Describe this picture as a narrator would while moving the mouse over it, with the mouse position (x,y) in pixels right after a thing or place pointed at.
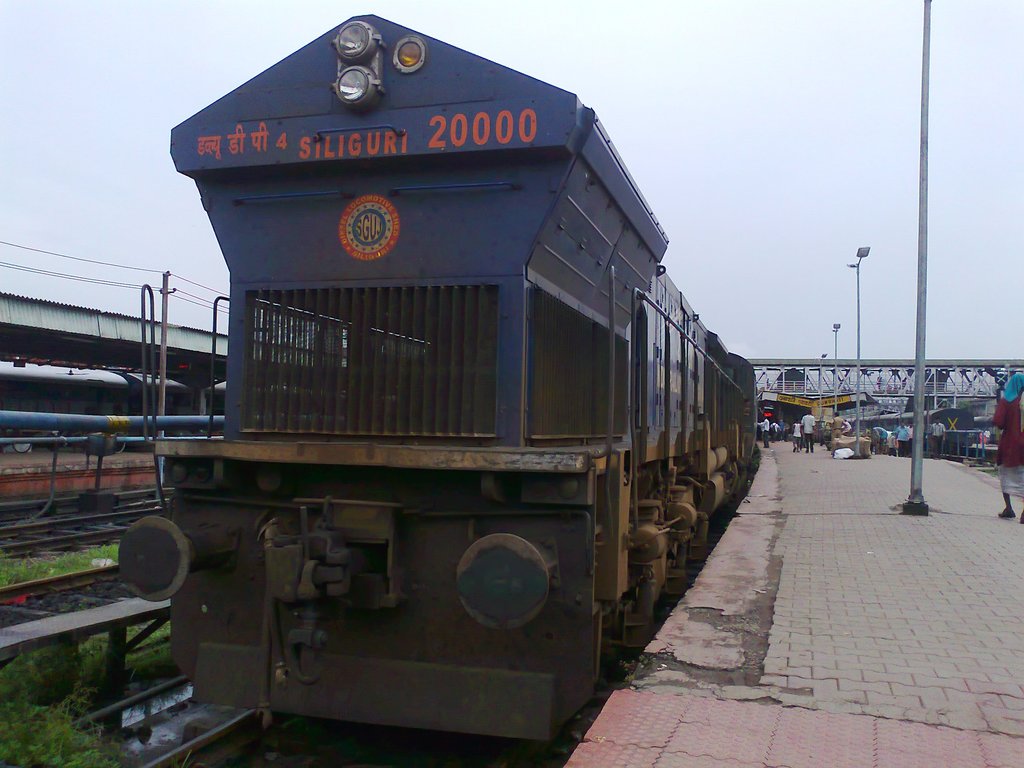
In the middle (559,485) it is a train (617,496) on the railway track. On the right side (1010,490) it is the platform (973,564), few people (938,431) are there.
